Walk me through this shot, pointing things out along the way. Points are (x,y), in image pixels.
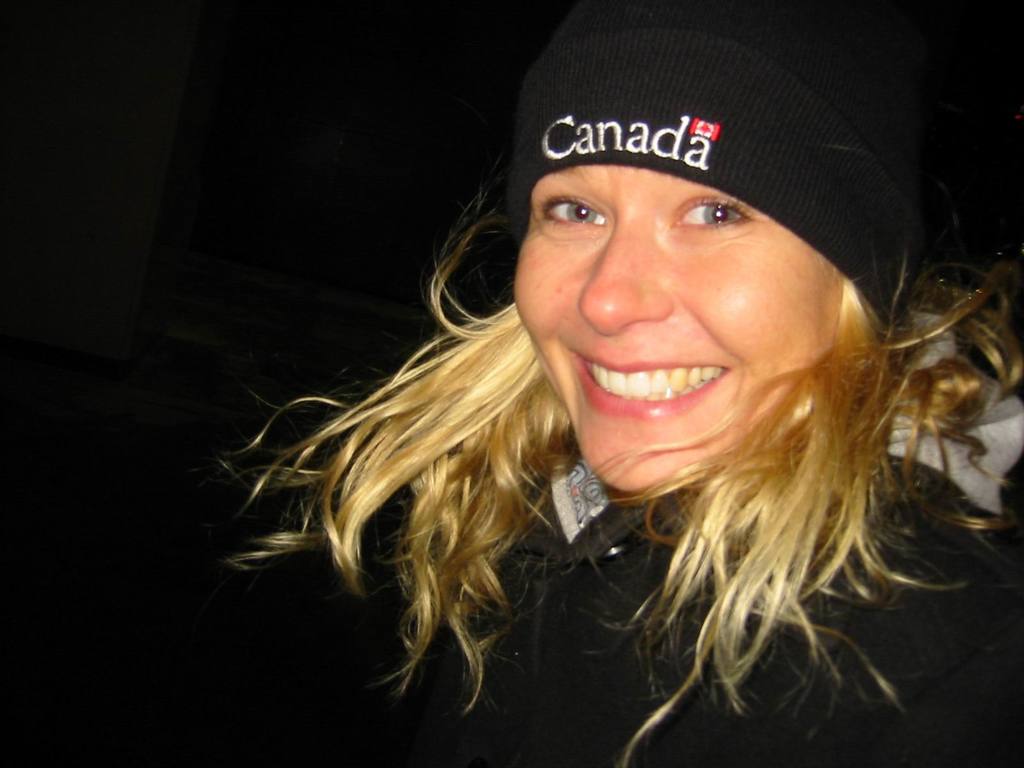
In this image we can see a person (509,496) wearing black jacket (551,681) and cap (741,125) is smiling. The background of the image (470,170) is dark.
